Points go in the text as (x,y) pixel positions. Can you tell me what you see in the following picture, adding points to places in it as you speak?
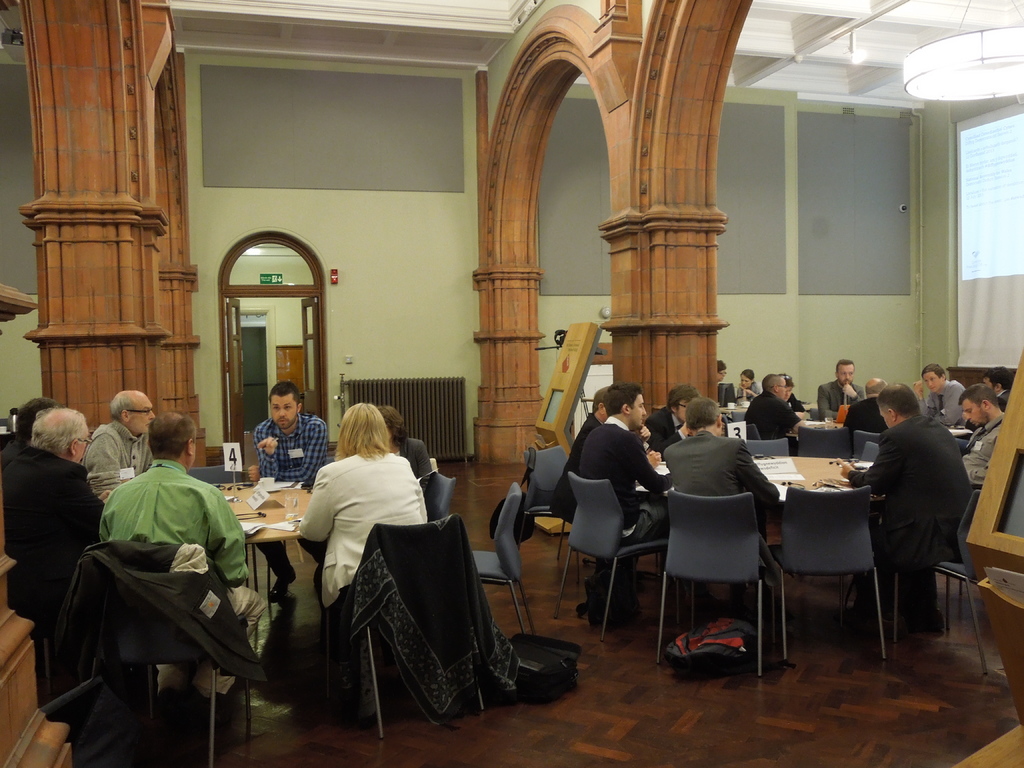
In this image there are group of people (379,473) sitting in chairs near the tables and the background there is door (322,378), hoarding (604,278), light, screen (963,344).
